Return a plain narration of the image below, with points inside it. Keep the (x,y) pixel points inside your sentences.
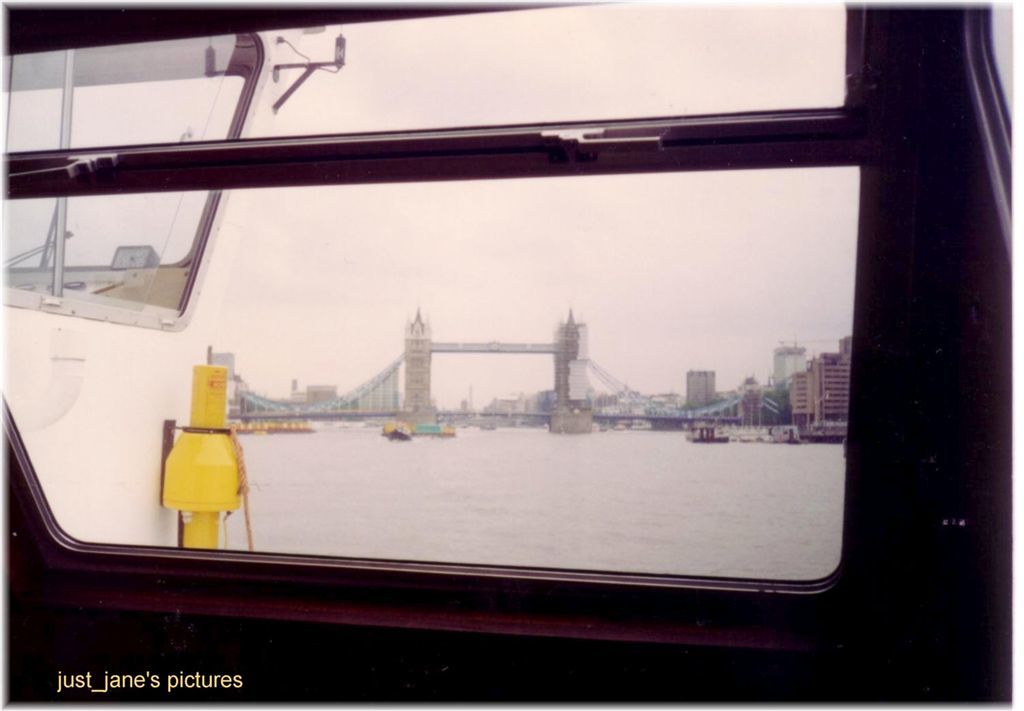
There is a glass window (267,227) across most of this image. We can see a bridge (456,348), buildings (497,406), water (527,438) and the sky (455,257) is through this glass (440,298).
